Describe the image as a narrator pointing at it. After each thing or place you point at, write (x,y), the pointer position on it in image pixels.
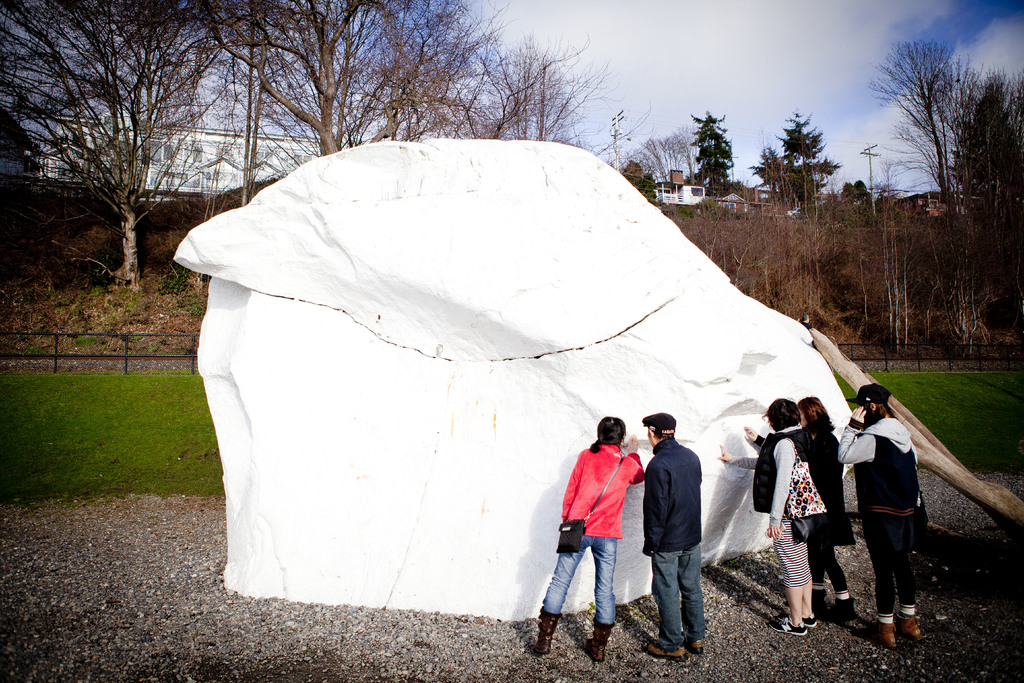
In this image there are people (775,524) standing near a white stone (376,175), in the background (69,448) there is grass (91,427), fencing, trees (237,147), buildings (216,155) and a sky (823,50).
